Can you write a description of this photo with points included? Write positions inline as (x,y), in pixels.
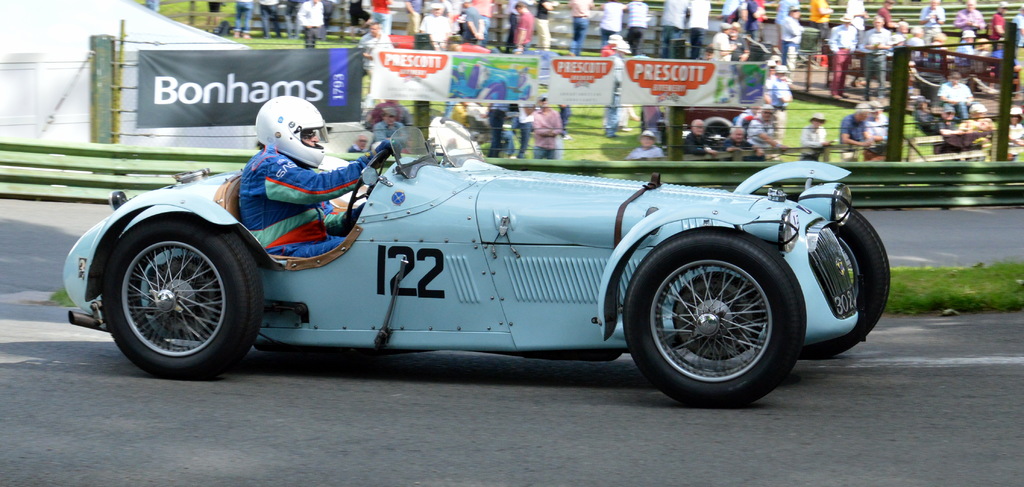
In this image there is a man (312,234) who is riding the racing car (432,255). In the background (531,84) there is fence (811,70) to which there are banners (417,74). Behind the fence (459,60) there are so many spectators (616,22) who are standing on the ground (571,126) and watching the race. The man (302,214) is wearing the helmet (289,122).
